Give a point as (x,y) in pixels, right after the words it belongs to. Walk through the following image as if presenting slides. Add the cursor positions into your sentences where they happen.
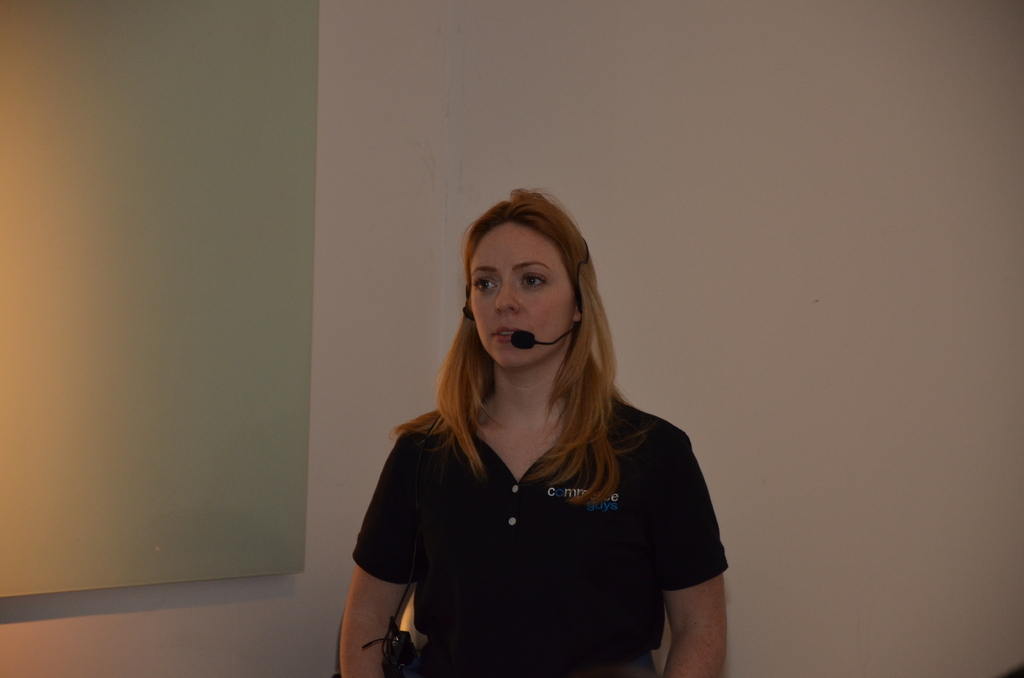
In the picture we can see a woman (600,594) standing, she is with black T-shirt (598,576) and a microphone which is connected in her mouth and behind her we can see a wall (132,637) and on it we can see a white color board (291,369).
